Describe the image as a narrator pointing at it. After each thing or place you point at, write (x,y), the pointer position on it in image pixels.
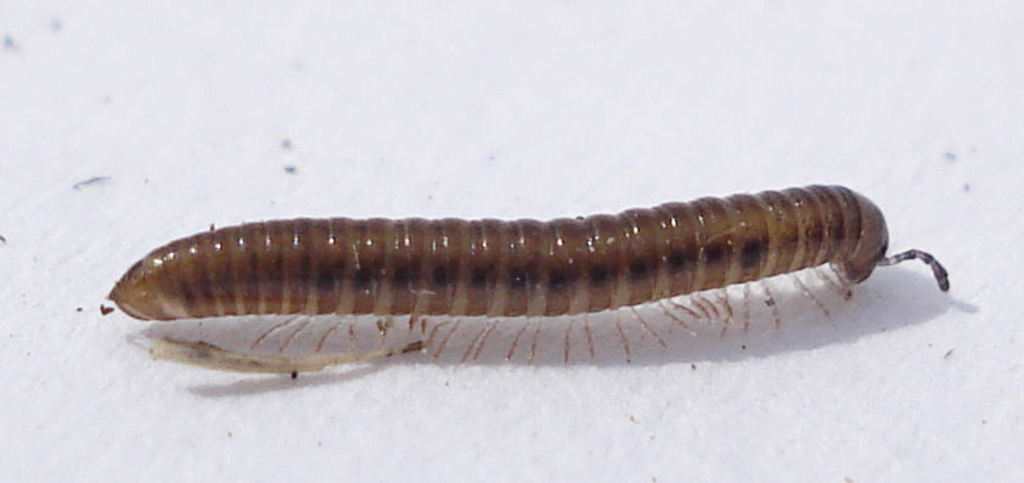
In this image there is an insect (489,259) which is on the surface (403,140) which is white in colour.
